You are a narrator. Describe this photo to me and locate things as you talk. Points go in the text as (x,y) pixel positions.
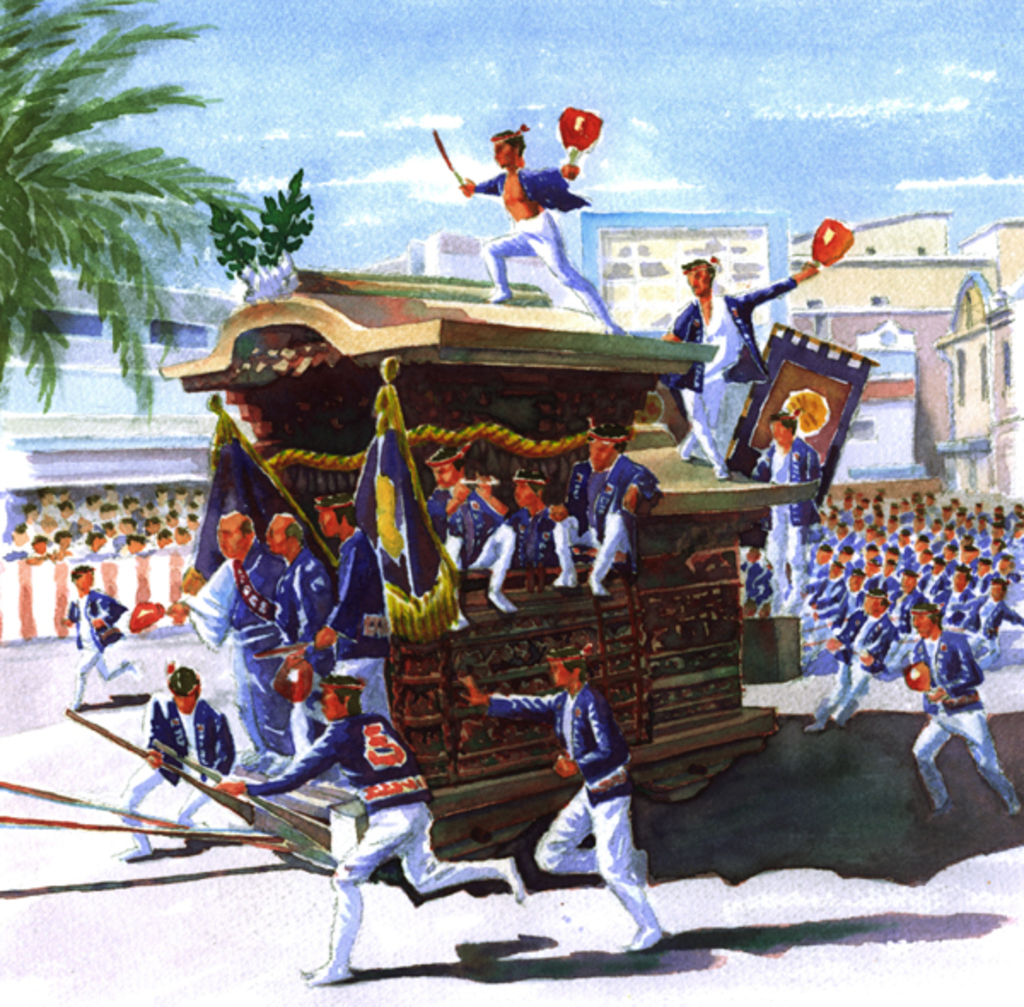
In this image I can see a painting (441,633) in which I can see some people (431,507) are in the cart (472,589). On the left side (87,242) I can see a tree (102,311). In the background (784,310), the building (723,238) and the sky (437,94).
